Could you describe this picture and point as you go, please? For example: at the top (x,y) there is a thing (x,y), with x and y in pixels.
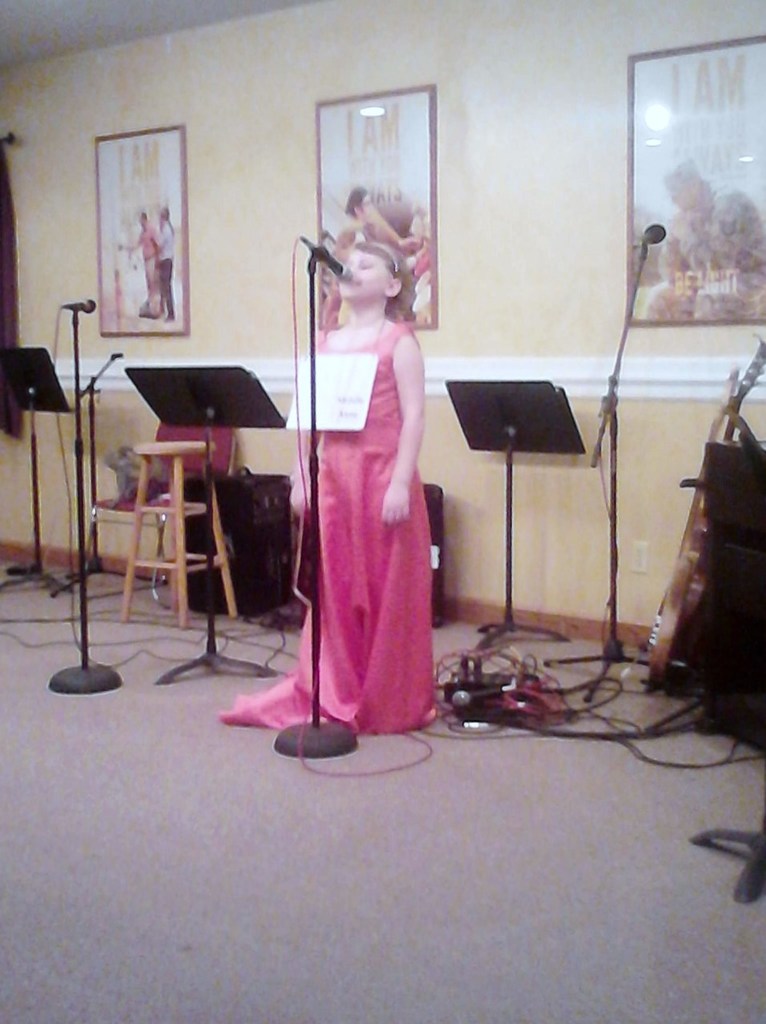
In the image we can see there is a girl (405,423) who is standing in front of mic (320,253) with a stand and at the back (540,264) there is a wall (525,245) on which there are three photo frames (725,225).
